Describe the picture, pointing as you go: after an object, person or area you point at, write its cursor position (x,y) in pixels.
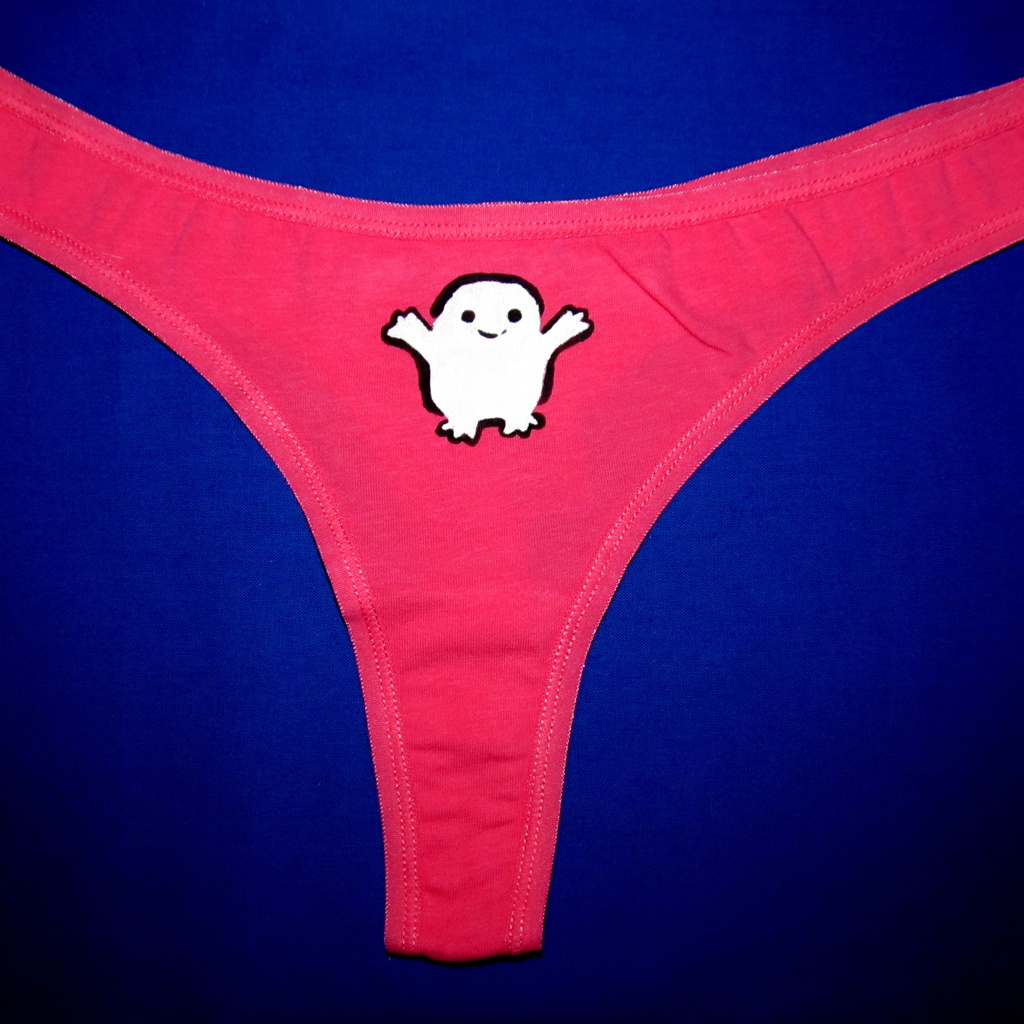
In this picture I can see the red color undergarment (572,255) and on it I can see a cartoon picture (490,335) and this undergarment (296,229) is on the blue color surface (875,789).
